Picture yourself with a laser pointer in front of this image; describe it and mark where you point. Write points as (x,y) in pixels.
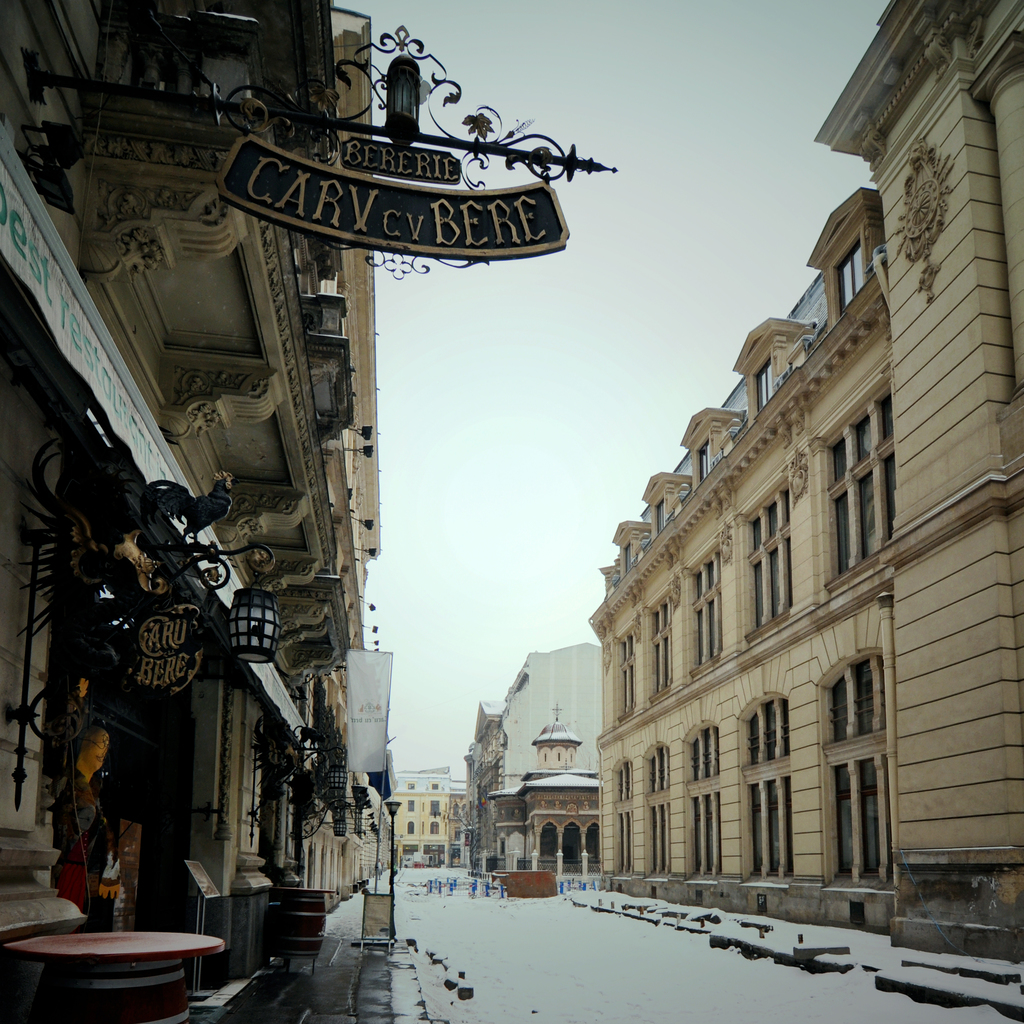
In this image we can see roads (527,912) covered with snow (586,919), buildings (341,485), sculptures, name boards (407,232), street lights (232,639), bins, trees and sky (483,399).
